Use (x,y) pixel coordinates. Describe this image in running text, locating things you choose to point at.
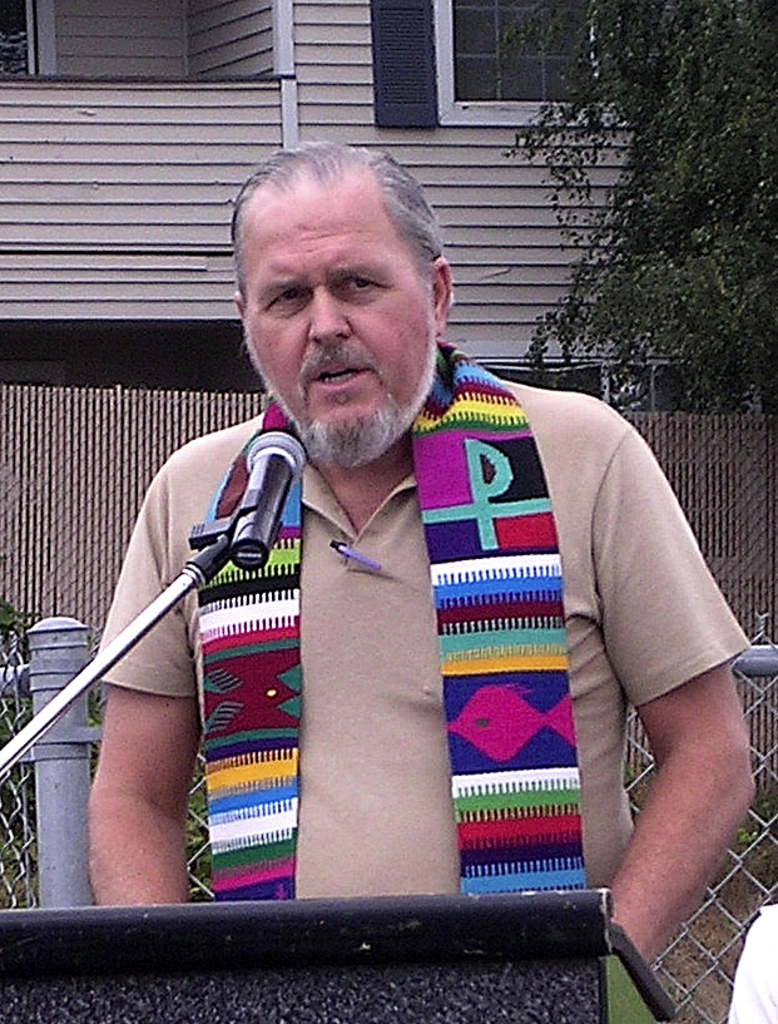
In the center of the image (480,603) we can see a man (480,603) standing, before him there is a podium (77,978) and we can see a mic (243,544) placed on the stand (219,548). In the background (27,531) there is a fence (35,478), mesh (772,757), tree (670,263) and a building (350,133).
